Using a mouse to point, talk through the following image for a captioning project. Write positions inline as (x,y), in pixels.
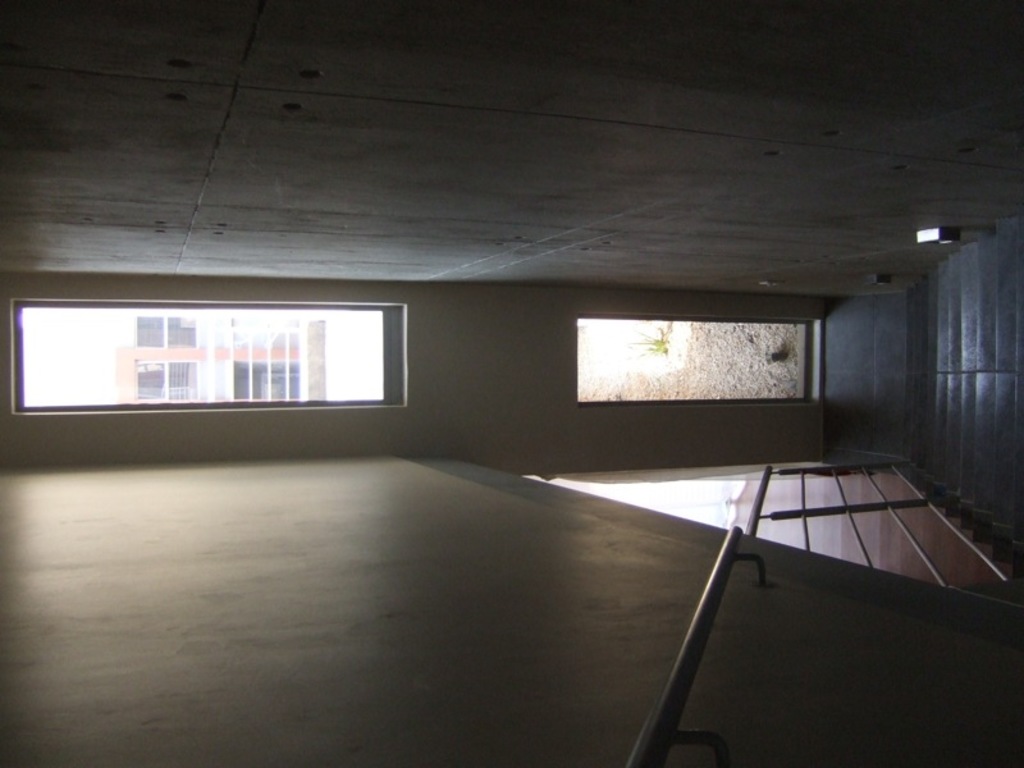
This is the hall (302,597) of a building (823,175). On the right side (798,464), there is a fence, a light (936,238) attached to a roof (933,202) and there is a wall (1003,284). On the left side (132,569), there is a floor (86,506) of this hall (147,549). In the background (24,314), there are two glass windows (707,356). Through this window (74,340), we can see there is a building (250,332) having windows (268,326).
